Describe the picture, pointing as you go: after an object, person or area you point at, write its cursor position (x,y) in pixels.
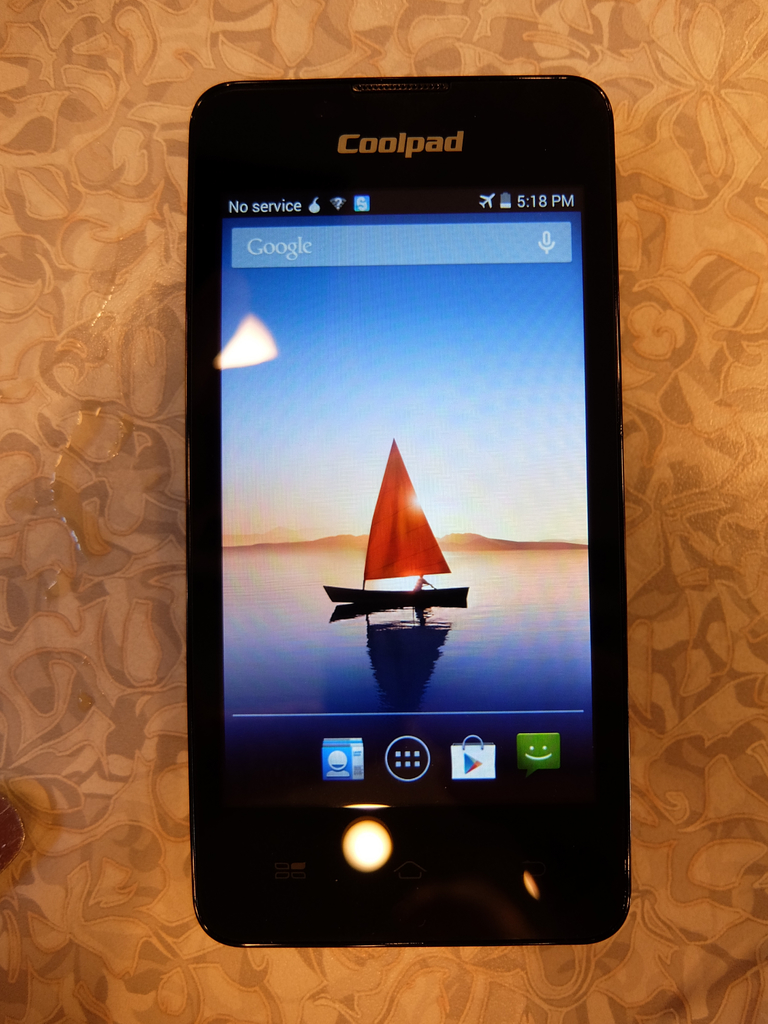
Here in this picture we can see a mobile phone (366,263) present over a place and on its screen (468,667), we can see a wall paper (388,610) of boat (397,596) present on water (324,572) and we can also see icons (390,744) present over there.
